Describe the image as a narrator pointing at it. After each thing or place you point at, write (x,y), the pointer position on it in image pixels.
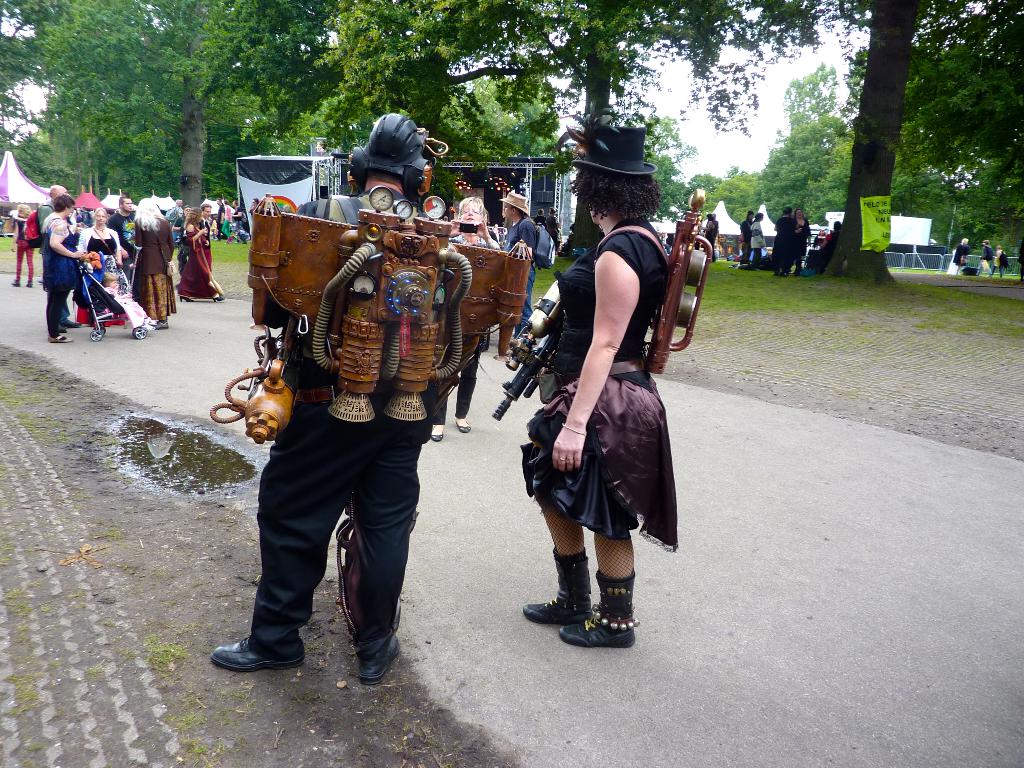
This picture is clicked outside. In the center (458,429) we can see the group of people (460,414). In the background (198,194) we can see the tents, sky (765,113), trees (557,138) and many other objects (252,186).
